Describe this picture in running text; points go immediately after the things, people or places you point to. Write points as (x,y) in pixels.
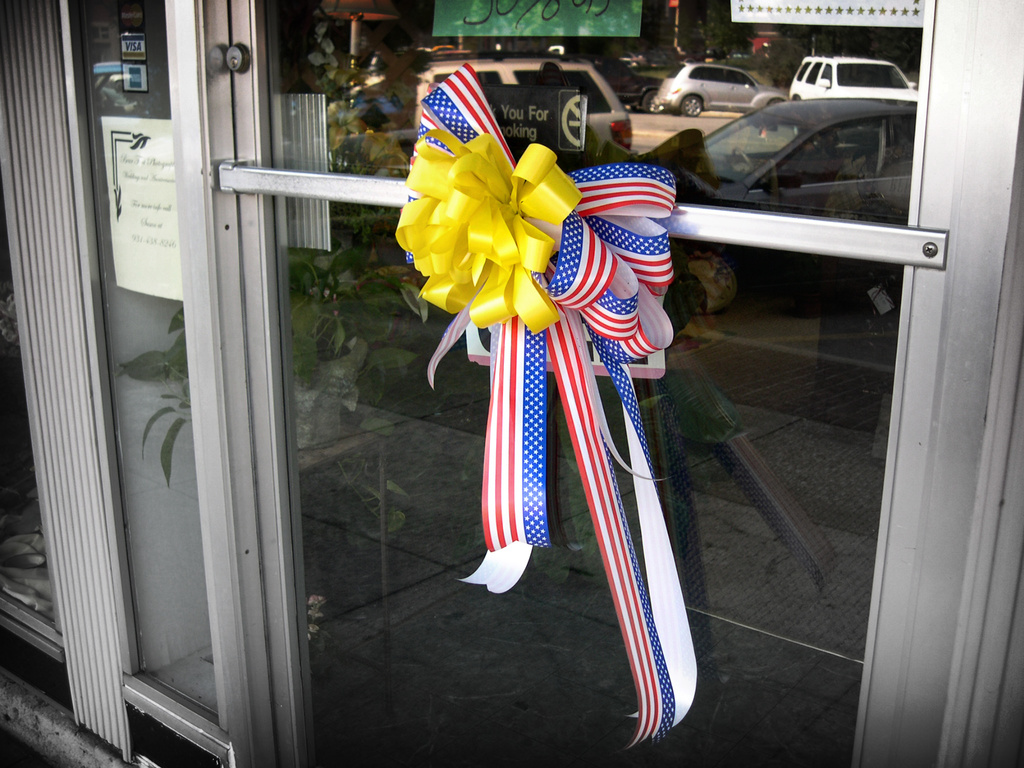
This image consists of a door (367,296) made up of metal (203,62) and glass (418,568). To which there is a ribbon (545,266) tied. To the left (149,218), there is a paper (118,265) pasted on the glass (128,99). And there are cars (822,79) which are reflected on the glass (778,114).
